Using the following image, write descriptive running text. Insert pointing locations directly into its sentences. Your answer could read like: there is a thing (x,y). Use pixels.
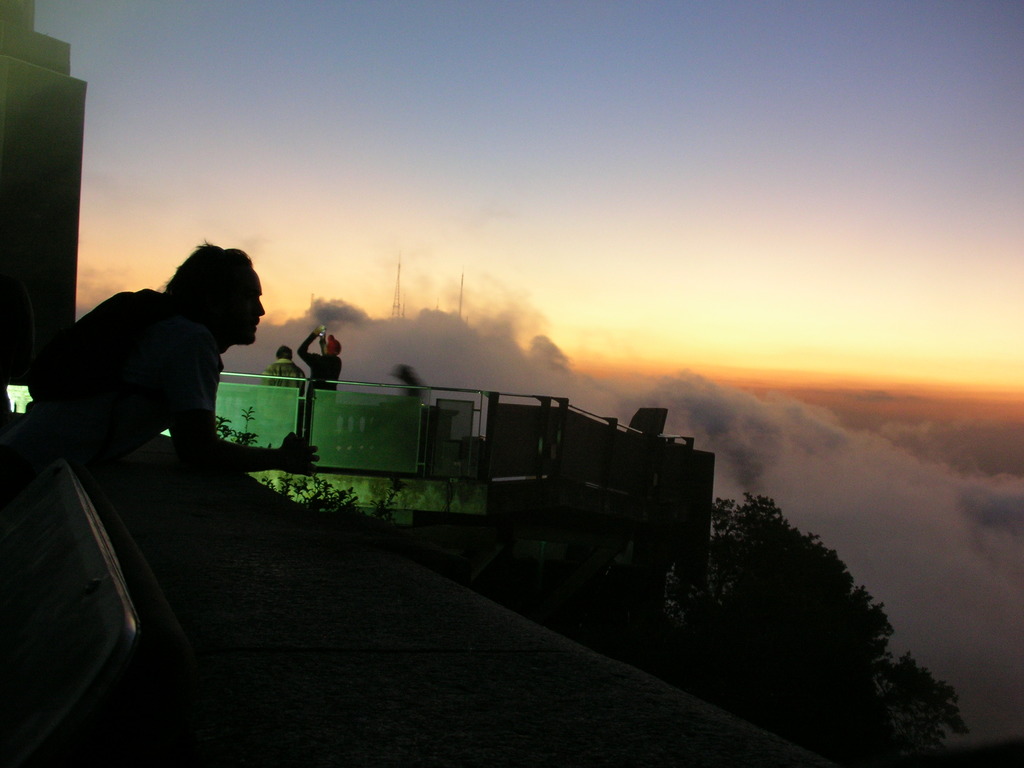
In this image there is a person (226,456) standing. There are few people (338,376) in the background of the image (338,342). There are trees (815,583). There is fog (591,381) and there are tower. There is a building (46,95).
